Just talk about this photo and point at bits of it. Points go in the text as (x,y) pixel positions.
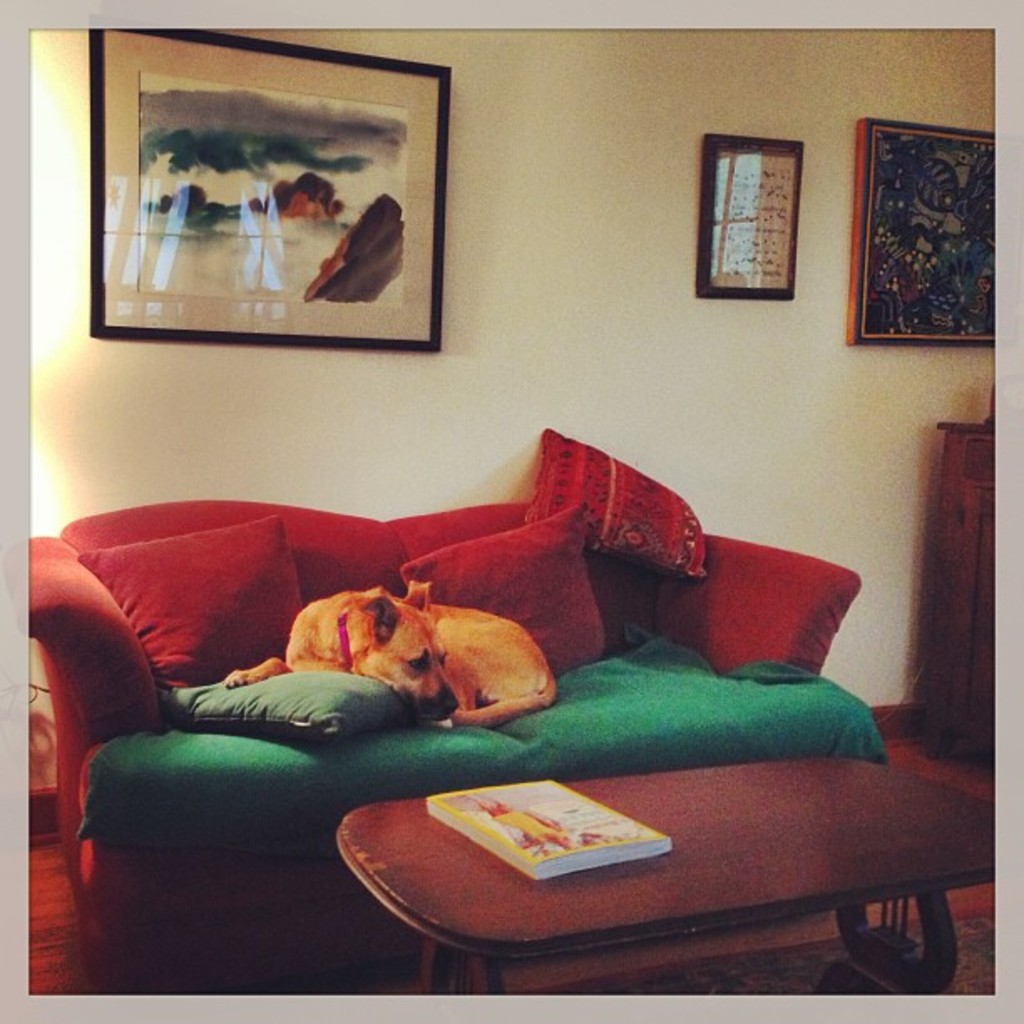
As we can see in the image there is a yellow color wall (618,210), photo frames (903,235), sofas (753,599), pillows (556,535) and a small table (761,859). On table (643,864) there is a book (512,834).
